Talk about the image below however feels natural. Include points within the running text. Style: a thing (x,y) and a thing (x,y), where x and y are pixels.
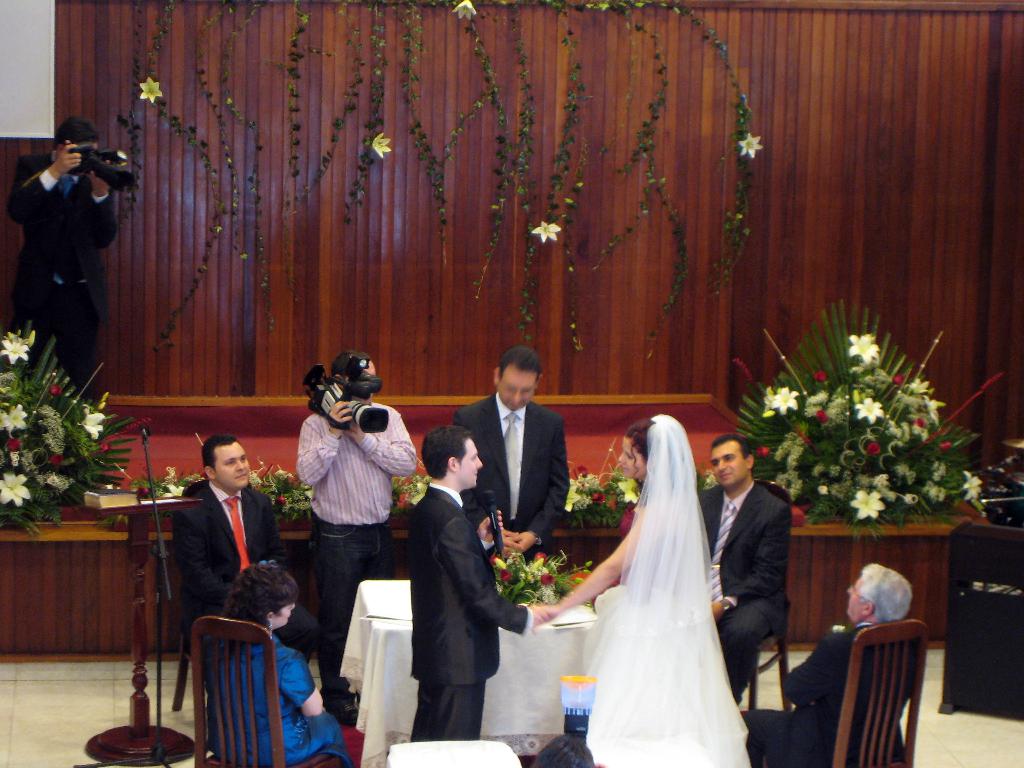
In this image I see few people (424,459) in which these 4 persons (765,535) are sitting on chairs (859,643) and rest of them are standing and I see that these 2 of them are holding cameras (85,160) and I see a table (395,699) on which there are flowers (550,583). In the background (5,374) I see the platform (931,539) on which there are few more flowers (833,416) on either sides and I see the wooden wall (716,344) on which there are few more flowers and plants (414,84) and I see that the flowers (148,97) are of white in color.
